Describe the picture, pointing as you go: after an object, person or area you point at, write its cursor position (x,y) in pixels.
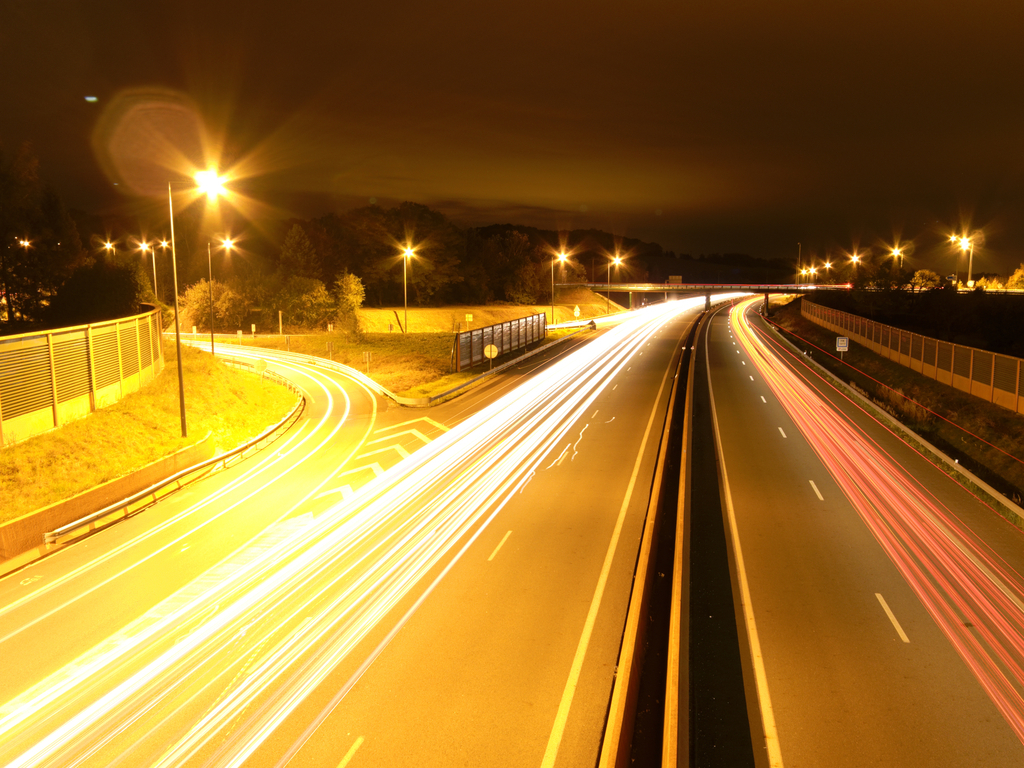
In this image we can see roads (227,353) and on its sides there are fences (873,331), streetlights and a few sign boards (329,328), there are trees (298,305) in the background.
